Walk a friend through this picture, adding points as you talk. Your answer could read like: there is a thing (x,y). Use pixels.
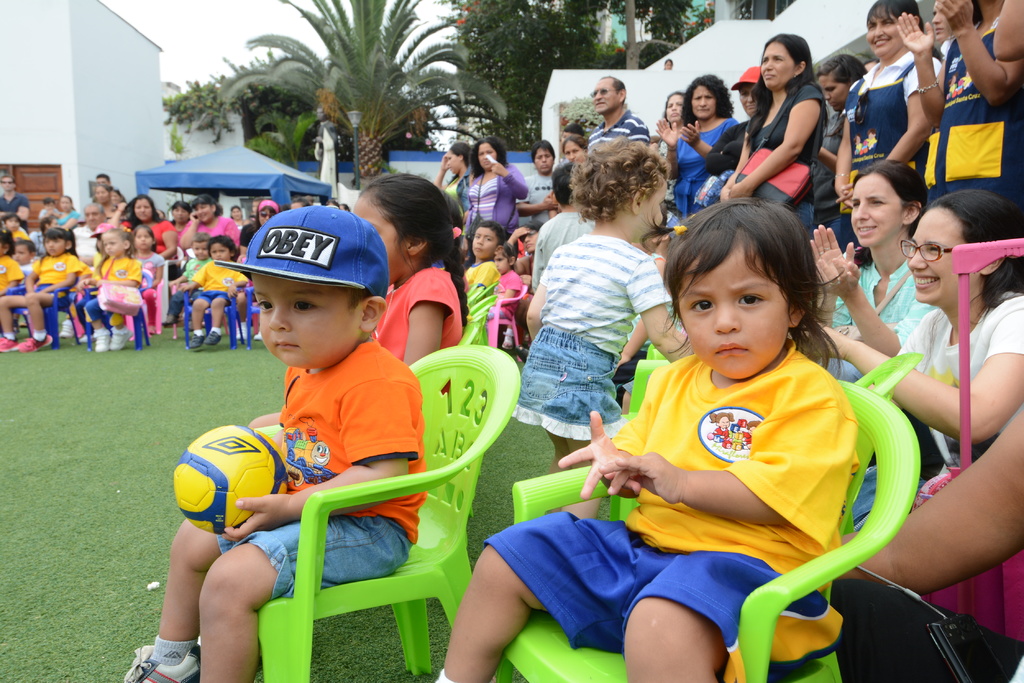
Here we can see a group of children (699,411) are sitting on the chair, and at back (706,135) a group of persons (586,178) are standing on the grass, and here are the trees (406,61), and here is the sky (212,20).
